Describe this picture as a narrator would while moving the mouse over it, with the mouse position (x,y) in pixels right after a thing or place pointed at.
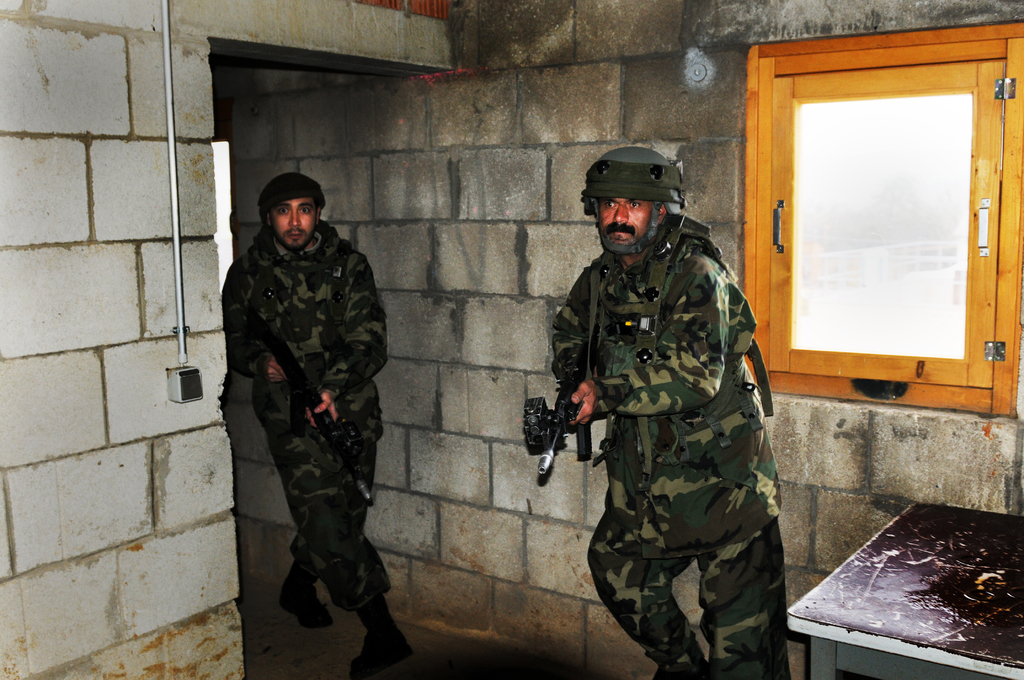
In this image I can see inside view of a building (405,194) and in the centre (495,264) I can see two men (370,547) are standing. I can see both of them are wearing uniforms (702,384), headgear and both of them are holding guns (295,376). On the right side of this image (879,316) I can see a window (849,195) and a table (928,537). On the left side of this image (166,384) I can see a switch board (195,396) on the wall (166,394).
